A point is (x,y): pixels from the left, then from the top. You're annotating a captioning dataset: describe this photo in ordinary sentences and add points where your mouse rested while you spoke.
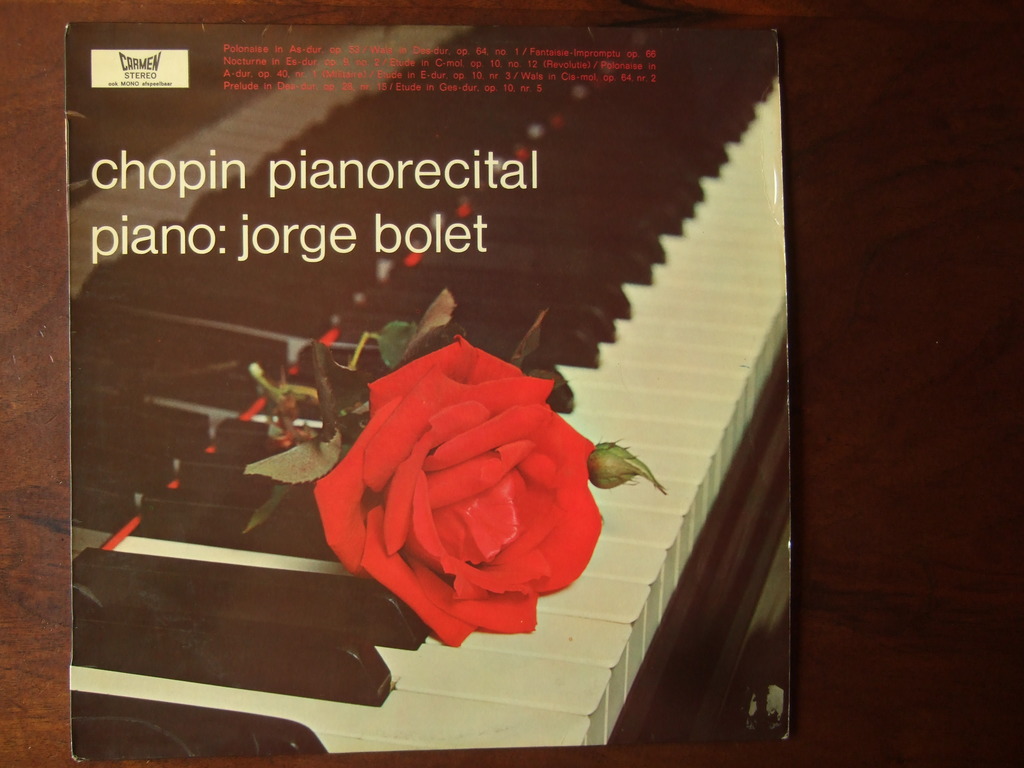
As we can see in the image there is a red color rose (418,484) on musical keyboard (162,406).
